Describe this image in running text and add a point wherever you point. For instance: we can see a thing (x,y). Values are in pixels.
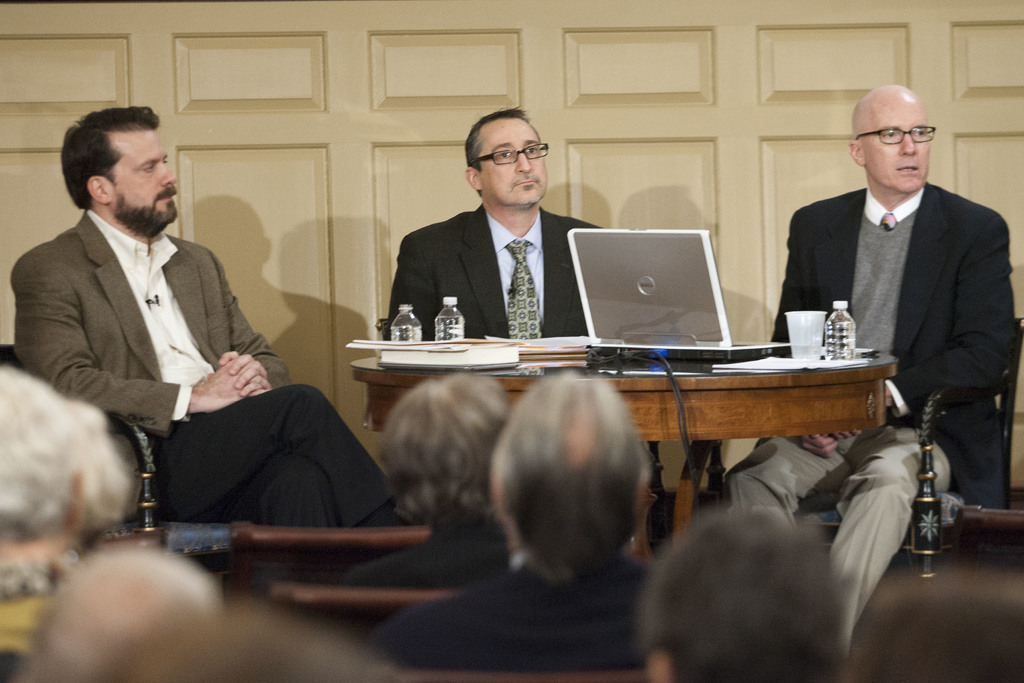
In this image I can see people (416,667) sitting at the front (275,681). There is a table (726,381) on which there is a laptop (646,329), glass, books (488,342) and bottles (454,328). Few people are seated at the back (151,274).
